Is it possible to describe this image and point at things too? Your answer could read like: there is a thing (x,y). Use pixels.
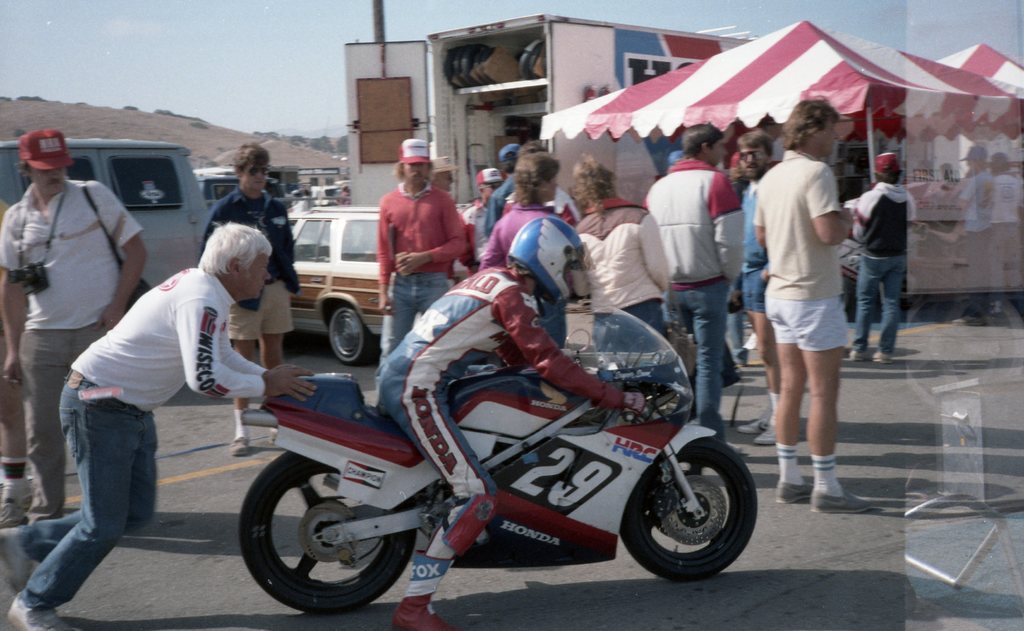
In this image I see a person (438,410) who is on this bike (497,402) and I see this man (227,351) is pushing his bike (356,512). In the background (286,305) I see few more people (280,346) who are standing on the path (658,621) and there are vehicles (576,83), tents (623,88) and the sky (324,53).
